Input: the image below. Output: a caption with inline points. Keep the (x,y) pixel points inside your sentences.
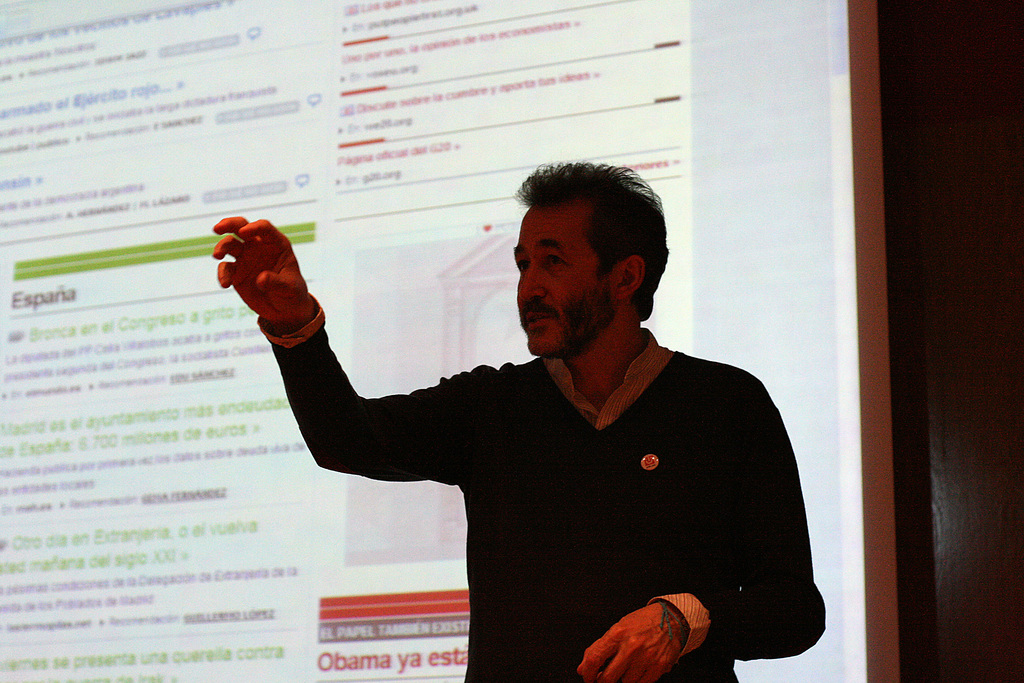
In this image we can see there is a person (518,390) talking. And at the back (432,264) there is a text (266,619) which displayed on the screen (600,104).
